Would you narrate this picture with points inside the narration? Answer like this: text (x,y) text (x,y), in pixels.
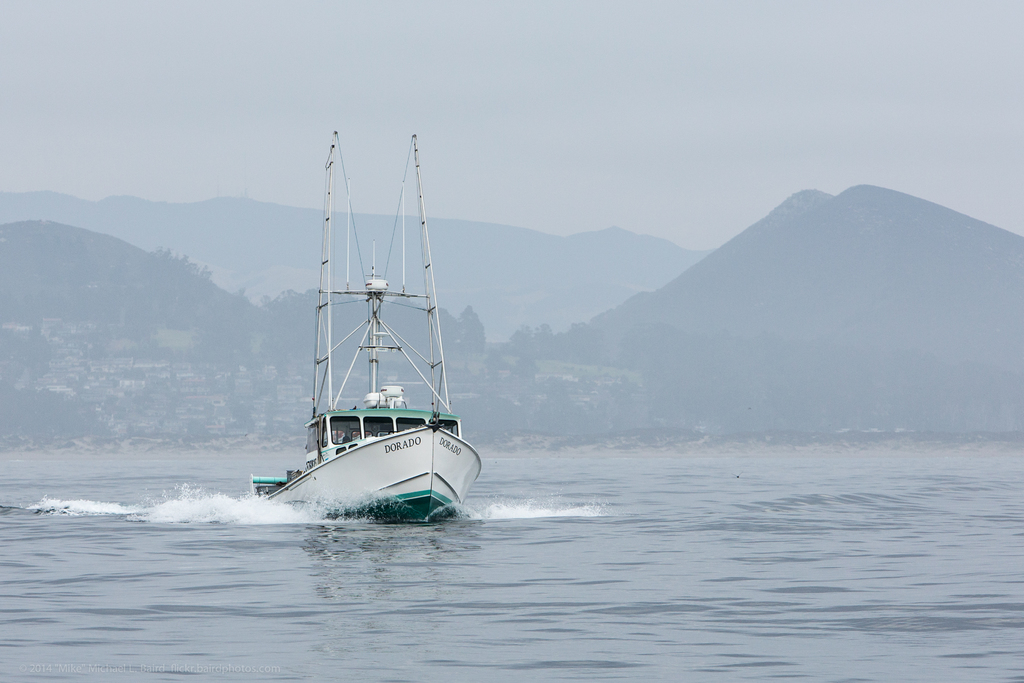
This is the boat (471,482), which is moving on the water (348,596). These are the mountains (629,282). In the background (263,323), I can see the trees (273,333) and houses (131,382).
